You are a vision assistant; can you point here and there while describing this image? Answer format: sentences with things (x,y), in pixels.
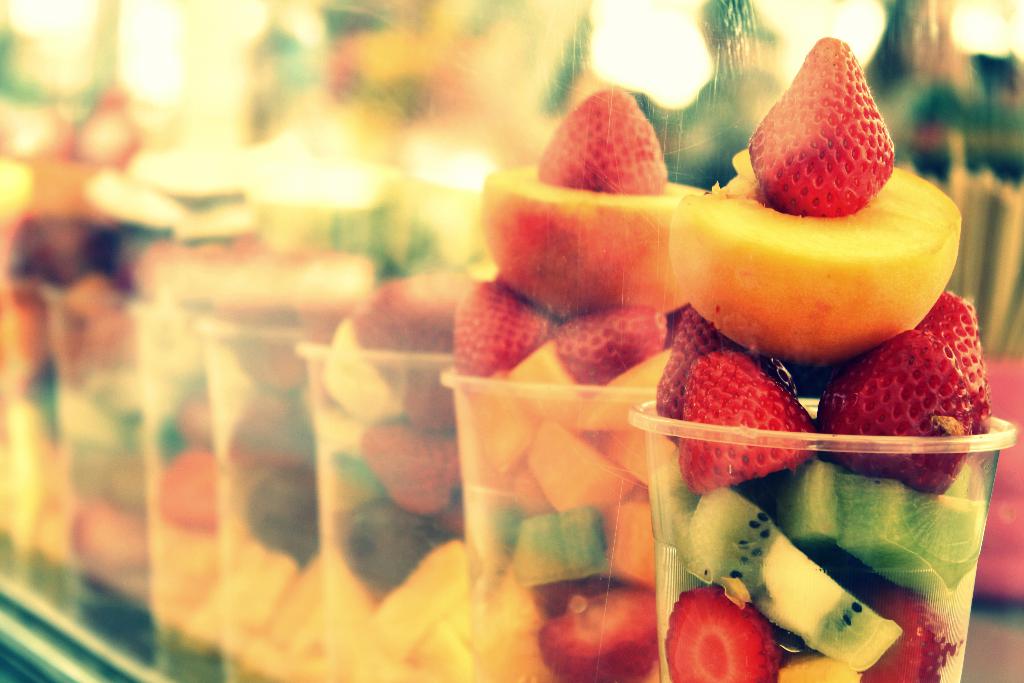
In the image we can see there are fruits (586,516) which are cut into pieces (678,549) and kept in a glass (583,533).
